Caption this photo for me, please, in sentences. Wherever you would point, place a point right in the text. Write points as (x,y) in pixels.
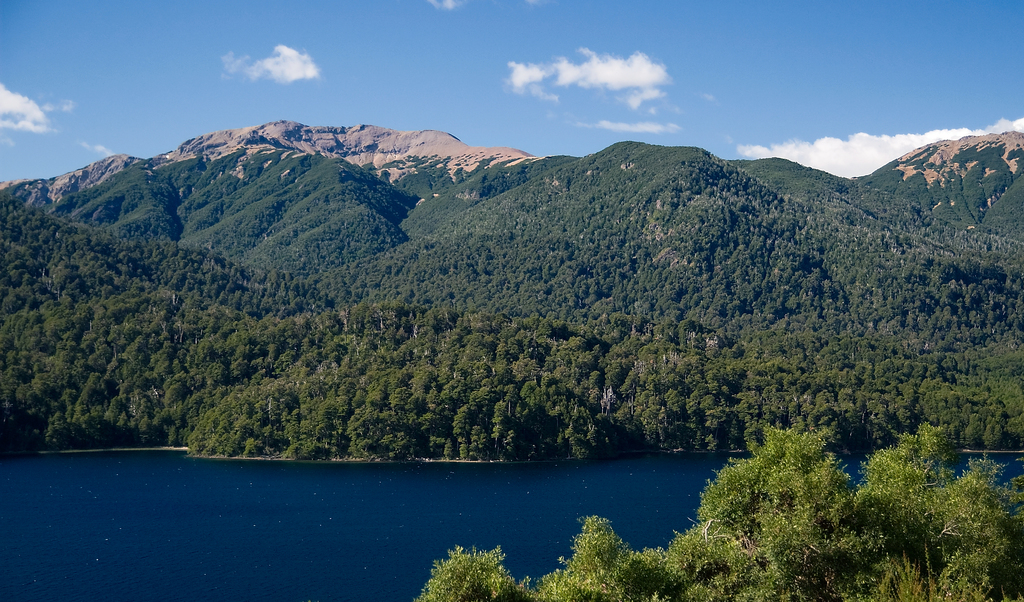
This picture consists of a hill view (194,285) at the top (439,85) I can see the sky (829,23) and at the bottom (569,460) I can see bushes (978,551) and the lake (152,499).
